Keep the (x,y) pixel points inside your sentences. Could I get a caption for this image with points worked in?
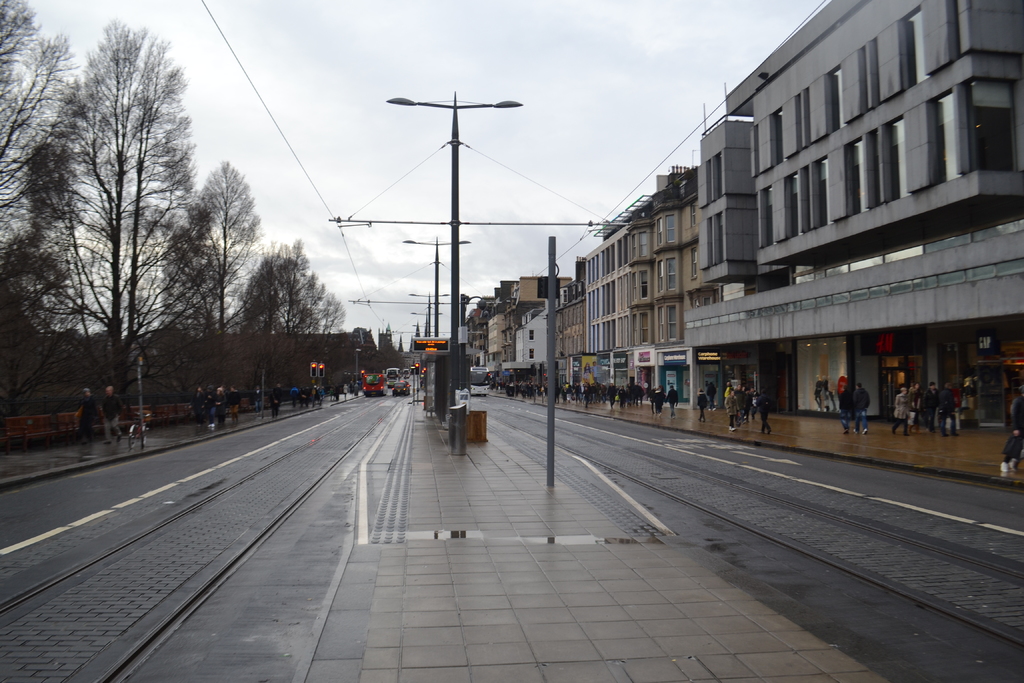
In this image I can see the road (693,509), few poles (435,298), few vehicles (482,393) on the road (479,407), few persons (346,390) standing on the sidewalk (811,442), few trees (311,360) and few buildings (670,268). In the background (627,141) I can see the sky (460,77).
